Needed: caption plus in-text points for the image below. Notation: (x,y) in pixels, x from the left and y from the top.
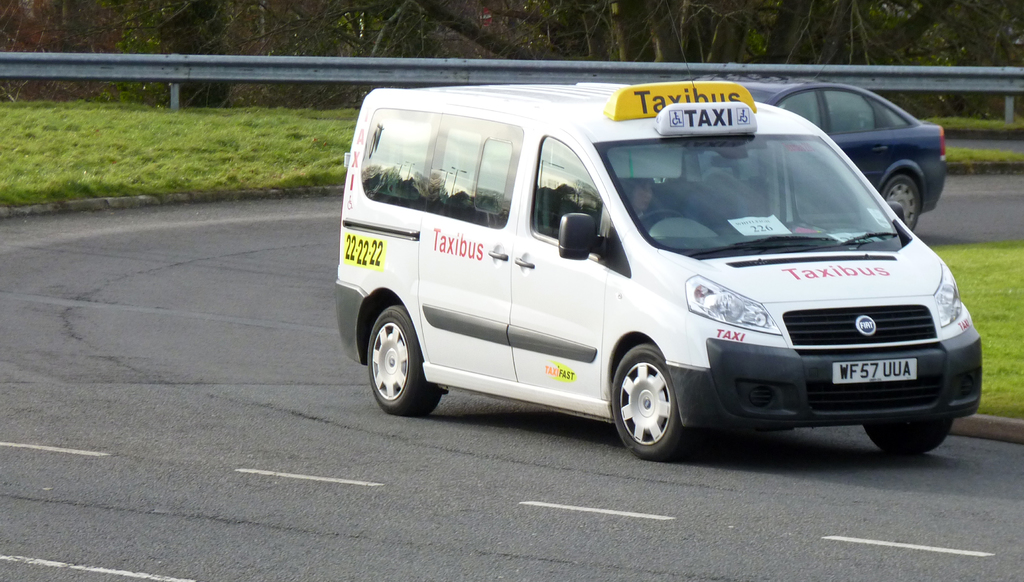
In this image I can see two vehicles (697,233) on the road (596,478). In front (635,290) the vehicle (587,290) is in white color. In the background (174,136) I can see the grass (307,133), few trees (315,32) in green color and the iron fencing (216,66).
